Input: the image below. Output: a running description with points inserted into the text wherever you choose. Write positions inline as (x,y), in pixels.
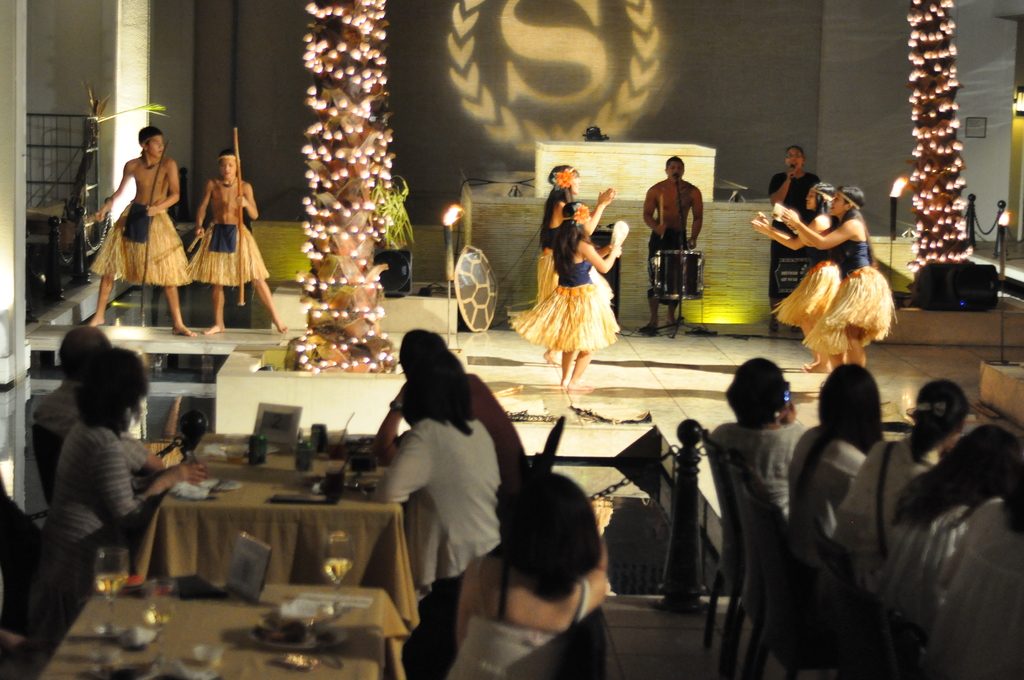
In this image I can see few people (562,560) are sitting on the chairs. I can see few glasses (153,607) and few objects (262,451) on the tables (314,512). In the background (452,269) I can see few people (210,226), lights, stairs (404,332), railing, wall (739,177) and one person (665,245) is standing in front of the drum (690,268) and holding the stick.
